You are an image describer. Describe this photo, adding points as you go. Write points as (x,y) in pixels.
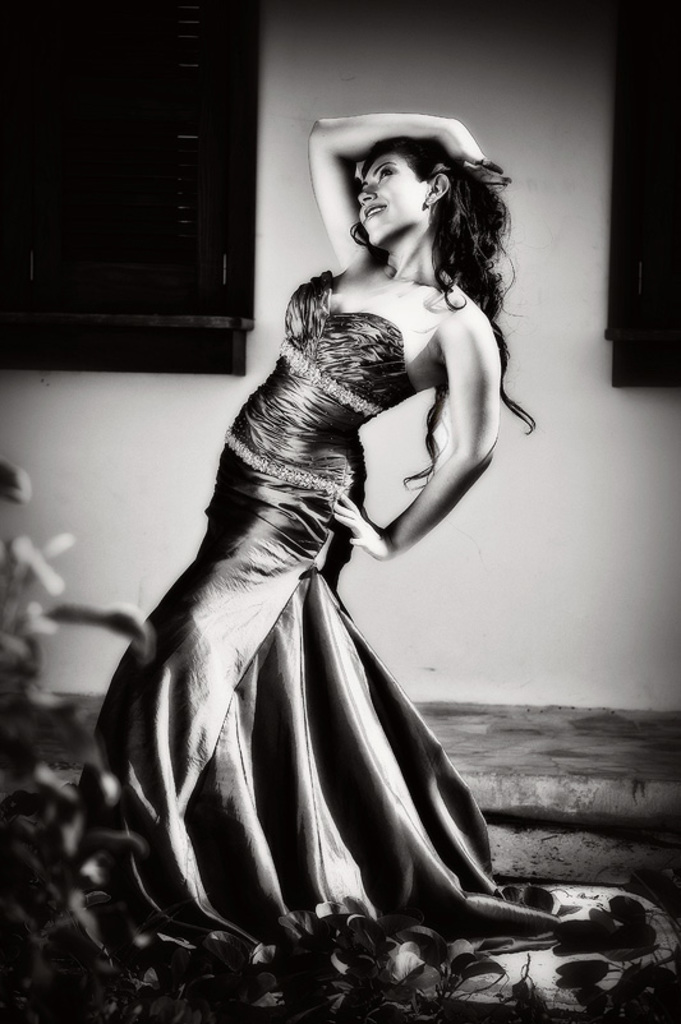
It is a black and white image, there is a woman (291,528) standing in a different posture, behind the woman (352,343) there is a wall (287,110) and there is a window (204,117) beside the wall (390,107).
